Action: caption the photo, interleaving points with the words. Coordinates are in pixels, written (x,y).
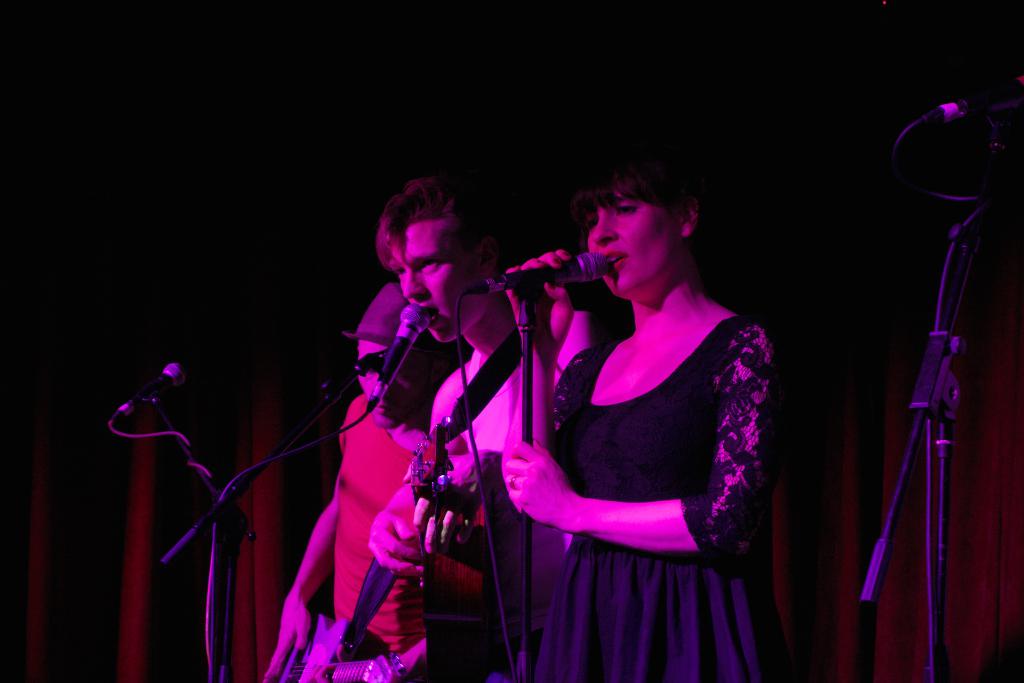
I see that this image is of pink in color and I see 3 persons (557,333) over here, in which these 2 (426,439) of them are holding guitars (439,503) in their hands (400,538) and this woman (592,347) is holding the tripod (523,434) and the mic (556,278) in her hands (554,291) and I see 3 more mics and I see the tripods (330,397). In the background (806,480) I see the curtain (806,480) and I see that it is dark over here.
